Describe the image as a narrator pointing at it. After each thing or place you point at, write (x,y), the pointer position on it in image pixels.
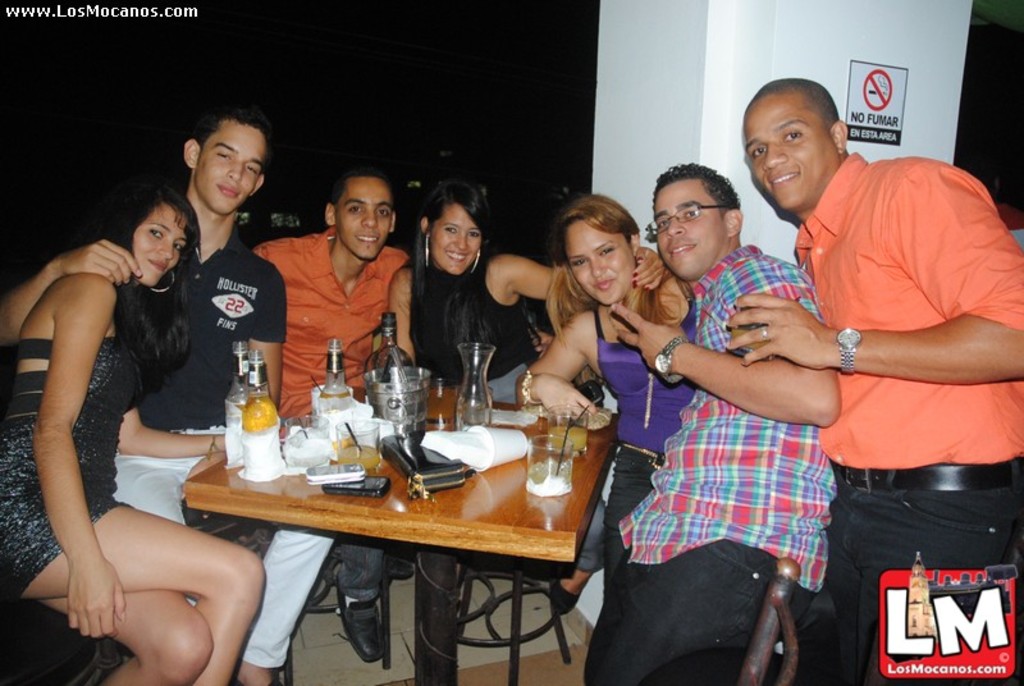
In this picture we can see some persons (693,636) are sitting on the chairs (514,614). This is table (483,484). On the table (483,528) there are bottles (484,369), glasses (537,476), and mobiles (366,493). On the background (608,70) there is a wall (702,57). And this is board (870,102).
